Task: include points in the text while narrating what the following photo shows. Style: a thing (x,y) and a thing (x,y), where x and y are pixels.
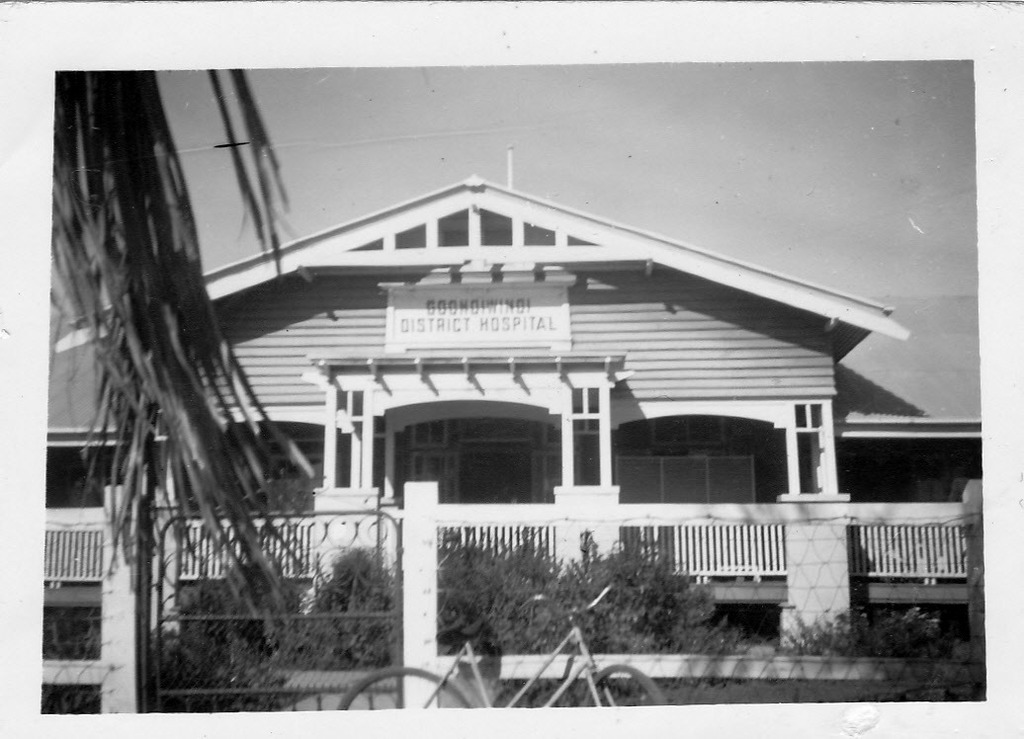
This is a black and white image. In this image we can see a building (378,354) with pillars (567,418) and name board (537,302). Also there are railings (555,543). In front of the building (620,418) there are plants (382,603). Also there is a cycle (545,663).
